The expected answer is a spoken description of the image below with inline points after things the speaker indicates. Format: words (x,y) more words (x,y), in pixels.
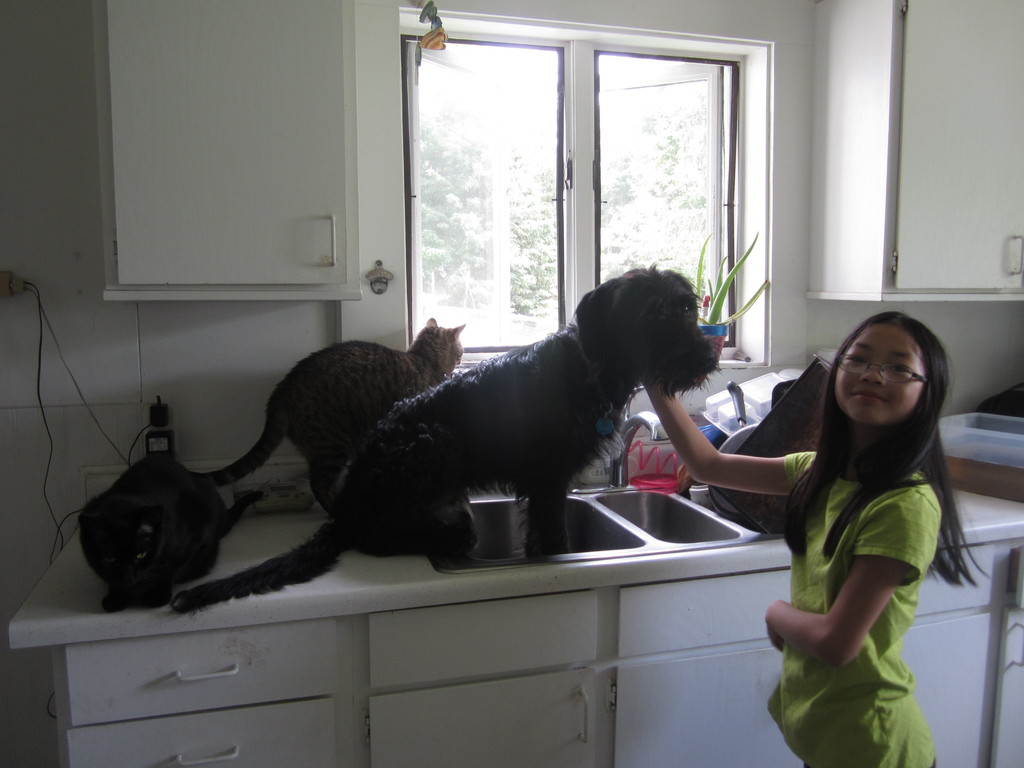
A girl (872,726) is caressing a dog (628,374) near two cats (390,392) which are on a kitchen counter (495,564).
